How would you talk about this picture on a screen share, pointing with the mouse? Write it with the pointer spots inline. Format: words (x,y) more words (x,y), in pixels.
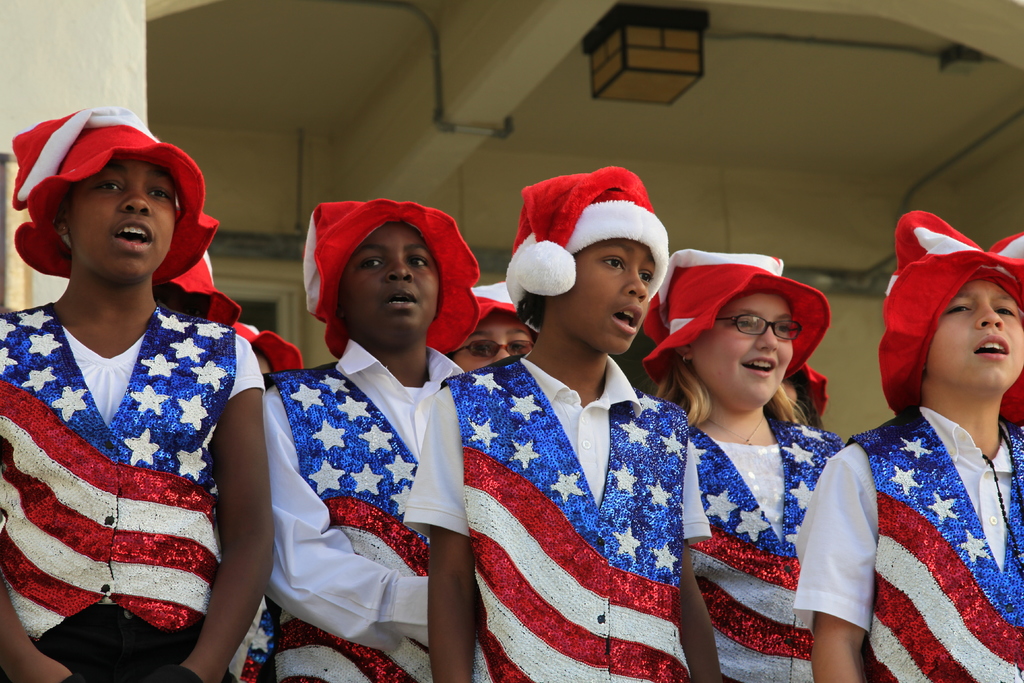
In this image I can see the group of people (274,513) with red, white and blue color dresses (539,589). I can see these people (622,333) are also wearing the caps (362,217). And there is a wall (349,187) in the back (349,187).
